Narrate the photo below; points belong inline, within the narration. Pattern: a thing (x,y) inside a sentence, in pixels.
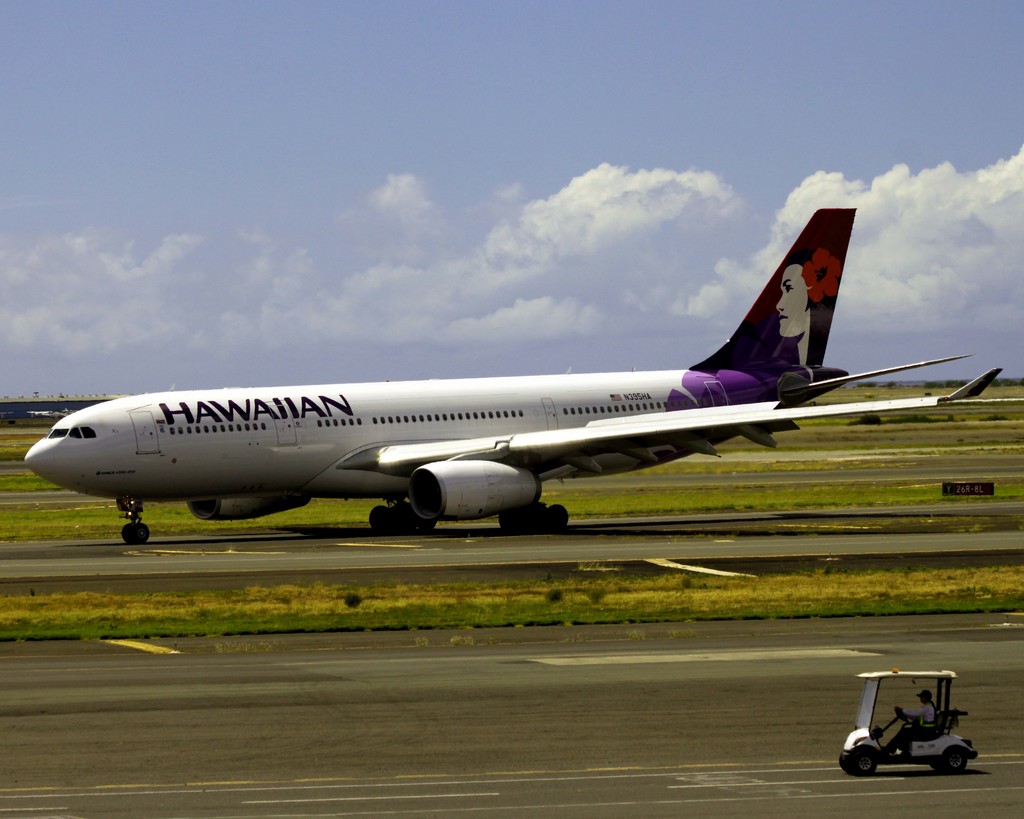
In this image I can see the person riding the vehicle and I can also see an aircraft (664,451). In the background (674,266) the sky (564,156) is in blue and white color.
